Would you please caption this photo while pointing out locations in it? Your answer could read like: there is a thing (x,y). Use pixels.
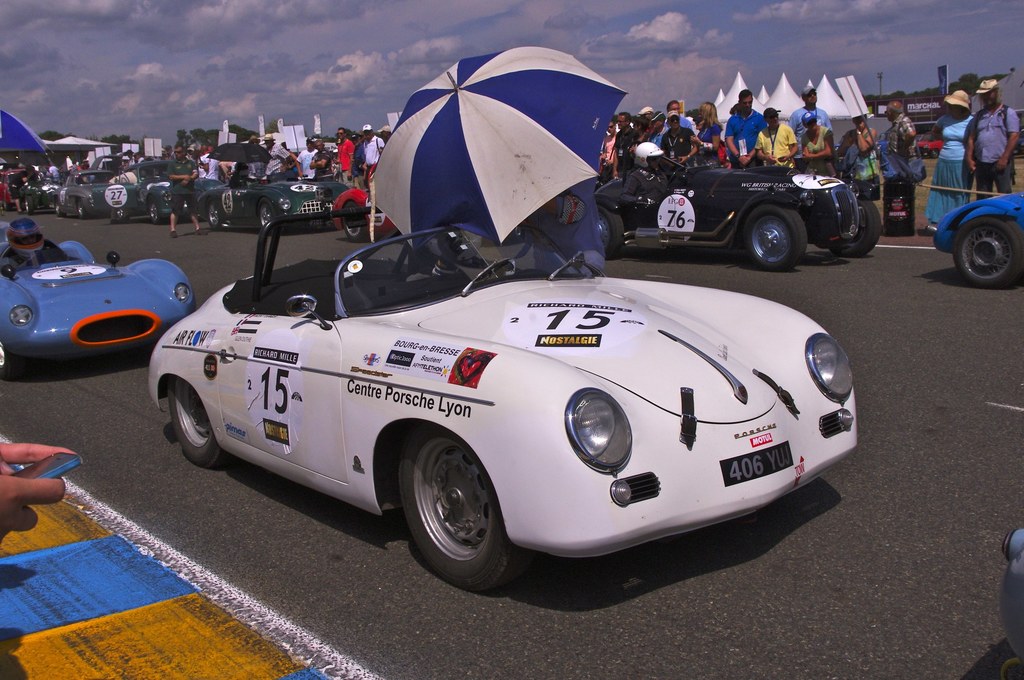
In this picture we can see cars (261,458) on the road (53,227), umbrellas (383,151), trees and a group of people (737,156) standing on the ground (42,568) and in the background (292,22) we can see the sky (741,20) with clouds (542,20).
